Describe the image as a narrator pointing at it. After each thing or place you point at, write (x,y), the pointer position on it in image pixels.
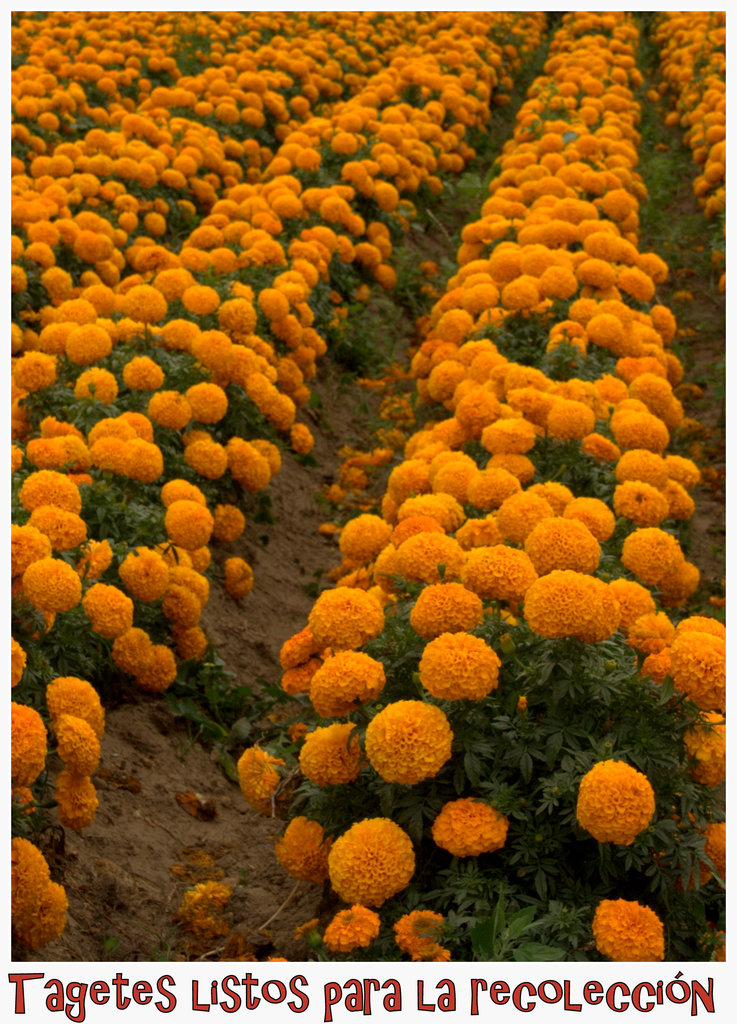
In this image we can see a flower garden (377,417). There are many plants (380,587) in the image. There are many flowers (365,637) to the plants (480,600).
